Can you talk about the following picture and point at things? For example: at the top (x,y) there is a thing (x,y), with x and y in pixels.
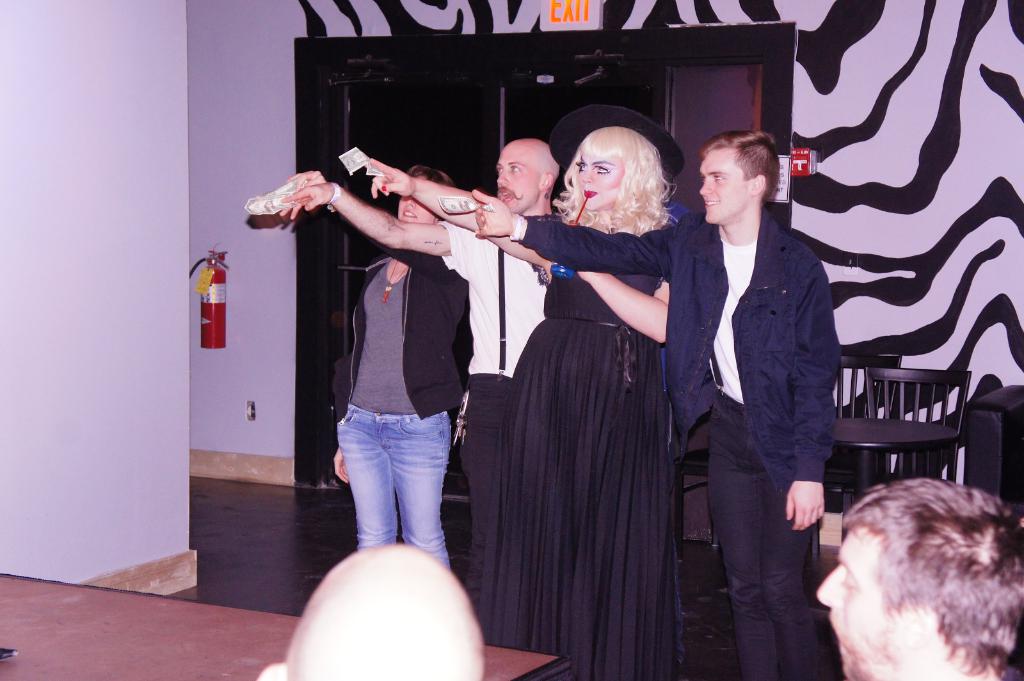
In this picture there is a woman (609,209) who is standing between the man (645,256). She is wearing black dress (570,363). On the left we can see a woman (436,351) who is standing near to the exit door (435,144). Here we can see fire can (221,273). On the bottom (342,666) there are two person (348,655) sitting near to the table (248,680). On the right (887,430) we can see a table (898,440), chairs (867,404) and couch (1001,434) which is near to the wall (936,247). On the top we can see exit sign board (550,27).
